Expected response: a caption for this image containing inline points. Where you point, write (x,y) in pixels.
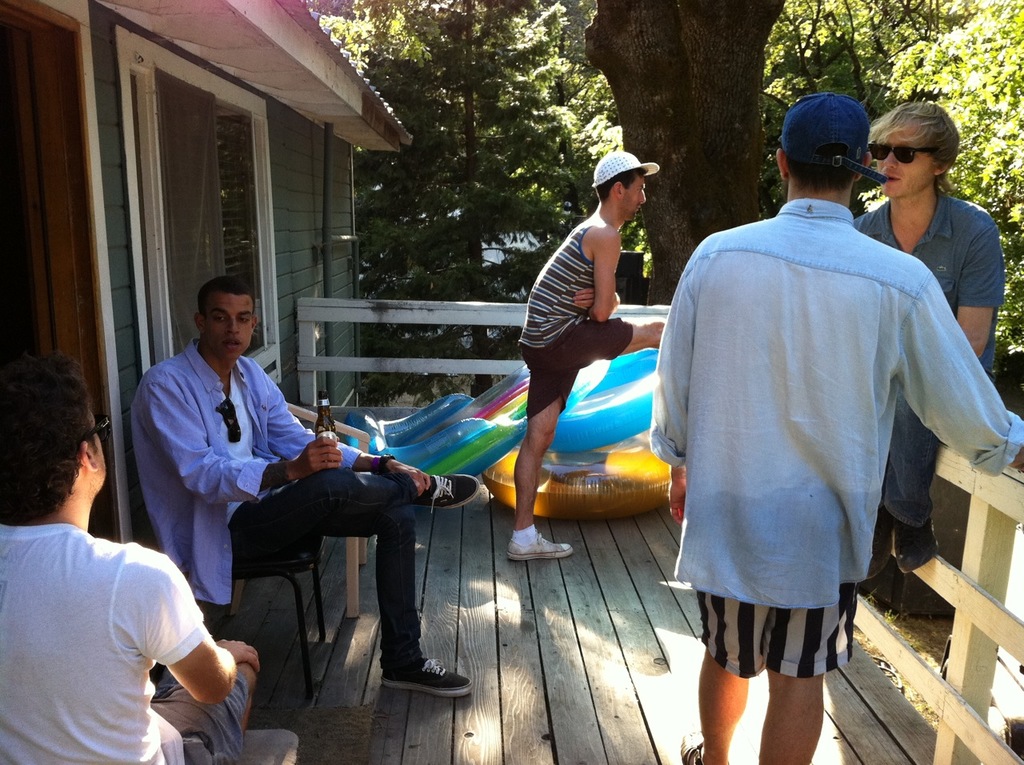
In the foreground of this image (630,522), there are men (693,411) standing and sitting on a wooden surface (548,713) and also a man (302,496) is holding a bottle (322,410). On the left (218,126), there is a wall (120,159), window (212,156) and the roof (292,51). Behind them, there is a wooden railing (460,310), few inflatable objects (614,427) and the trees (660,66).
